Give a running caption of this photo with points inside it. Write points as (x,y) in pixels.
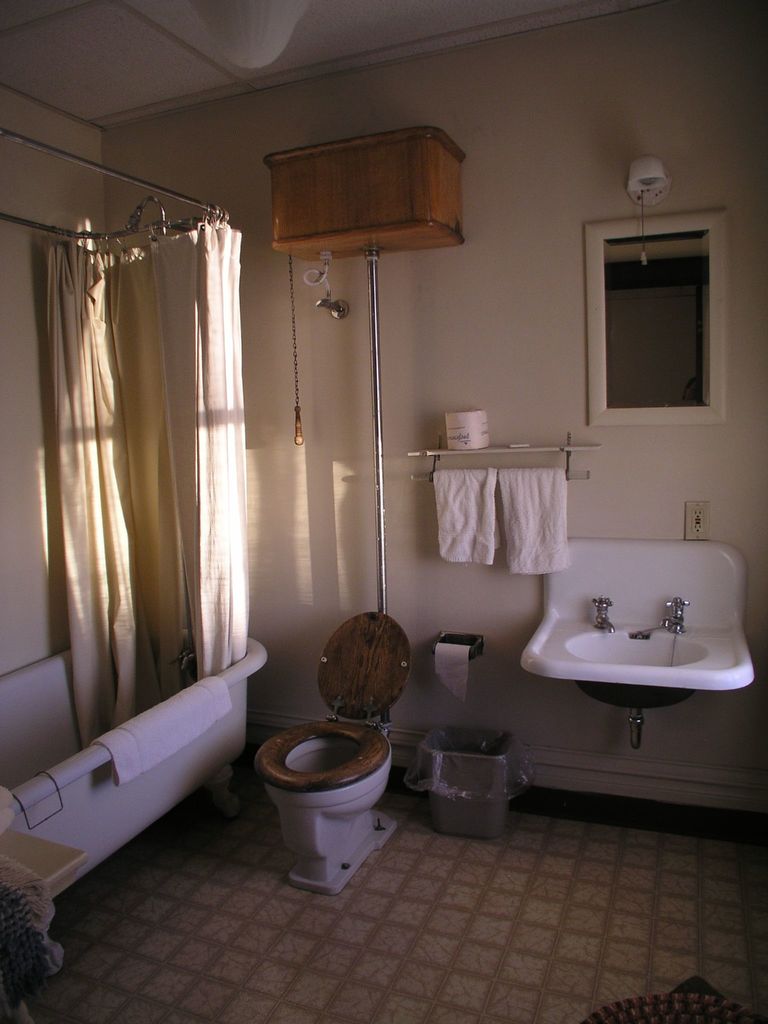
In this picture we can see a washbasin (634,626), a mirror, a commode (381,628) & on the left side (160,770) we can see a bath tub (63,783).
